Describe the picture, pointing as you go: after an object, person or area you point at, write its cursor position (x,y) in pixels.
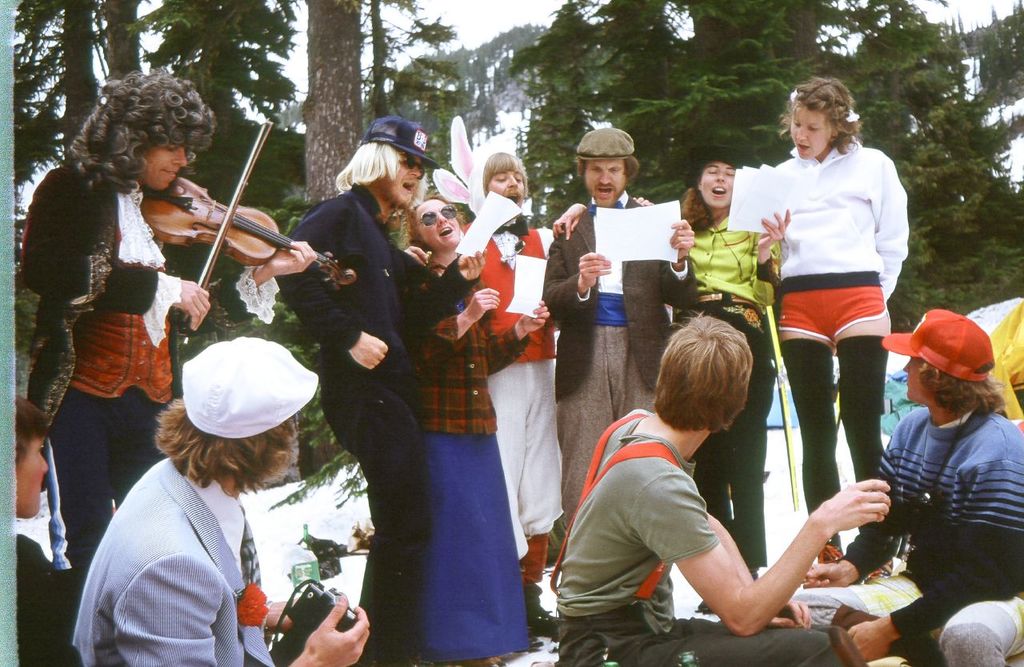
There are so many people (89,465) standing under a tree (1020,227) some holding a paper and some a musical instrument (355,274) and some people (321,655) sitting in front of them holding a camera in which few of them are singing and few of them are playing music.
